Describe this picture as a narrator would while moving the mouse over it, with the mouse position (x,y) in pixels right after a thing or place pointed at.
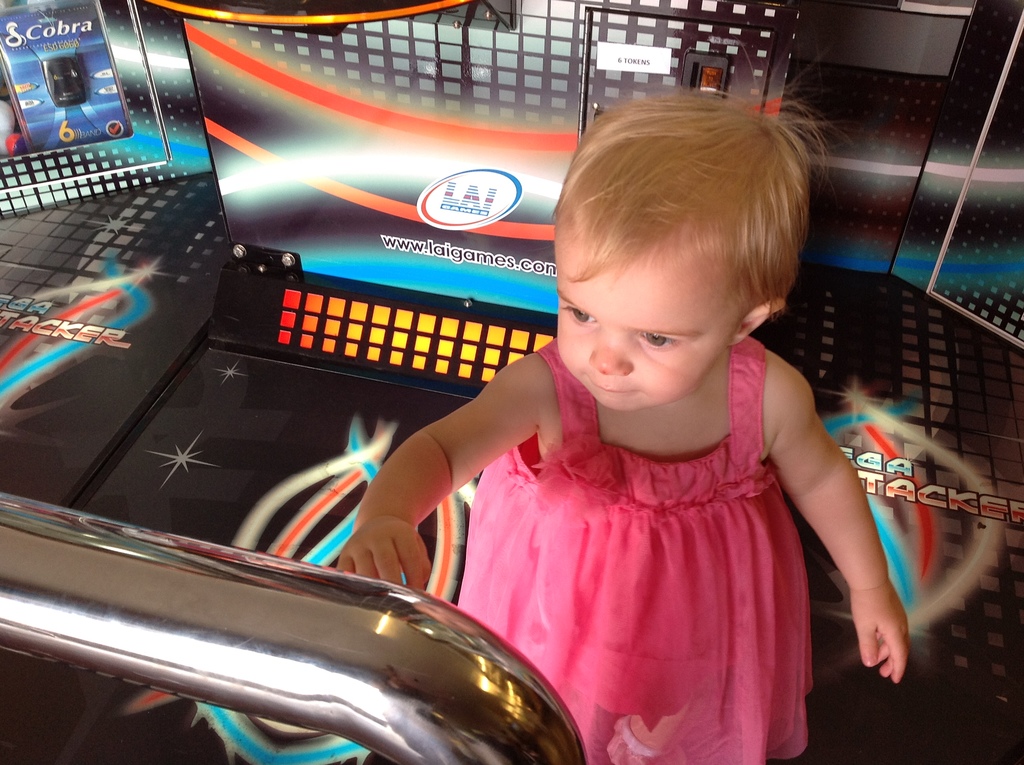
In this image there is a girl (705,394) towards the bottom of the image (608,519), there is a floor (877,468) towards the right of the image (905,448), there is text (1015,517) on the floor (890,402), there is a metal (354,660) towards the bottom of the image (339,650), there is a wall (484,201) towards the top of the image (380,150), there is text (477,258) on the wall (430,167).
